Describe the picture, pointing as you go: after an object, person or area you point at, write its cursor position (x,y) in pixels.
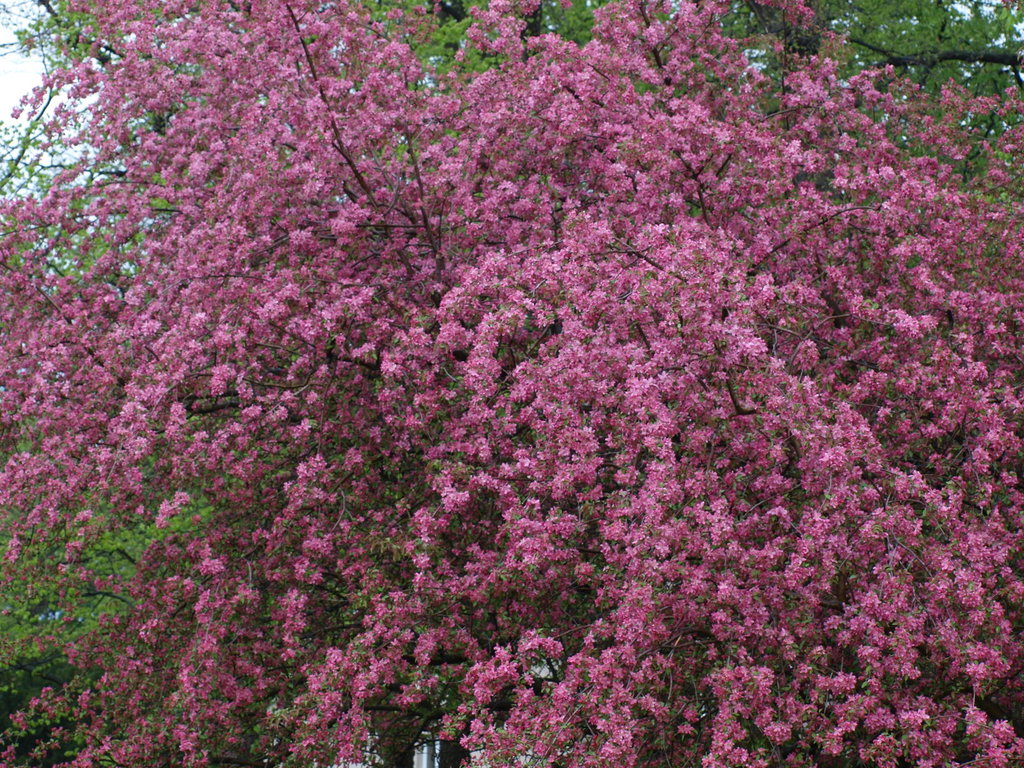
In front of the image there is a tree (569,503) with flowers (502,658). In the background (961,36) there are trees (1020,51) with leaves (135,541).
